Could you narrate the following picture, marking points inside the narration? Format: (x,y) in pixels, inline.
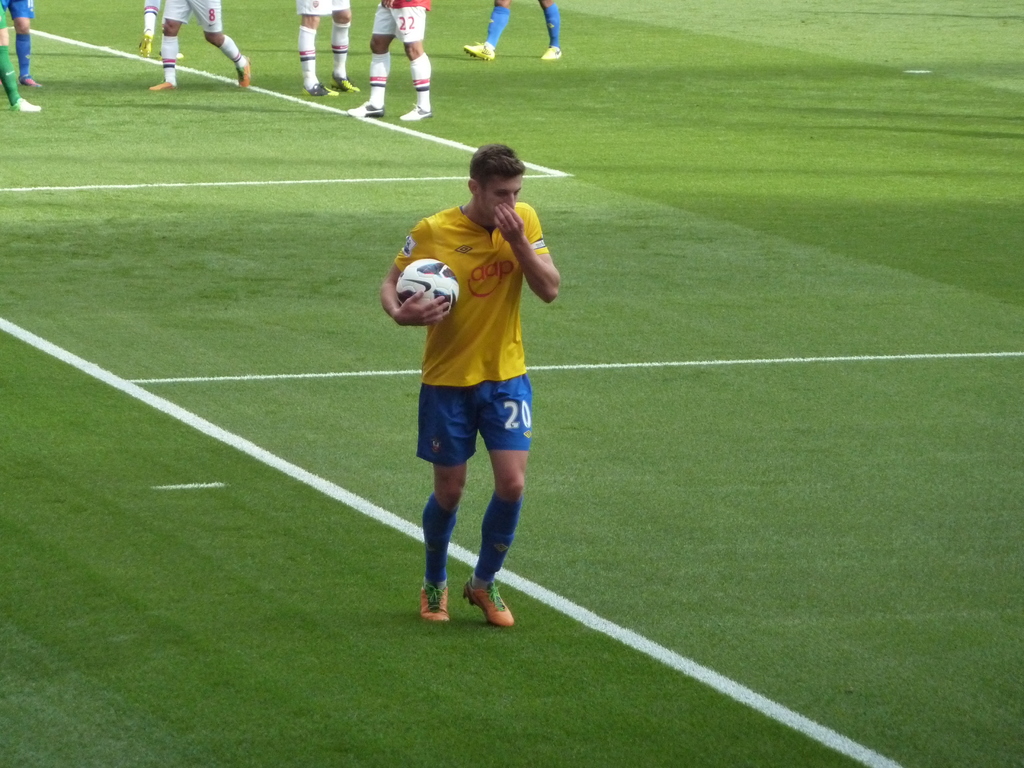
This man (509,325) is holding a ball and walking, as there is a leg movement. Far this persons (421,67) are standing.
